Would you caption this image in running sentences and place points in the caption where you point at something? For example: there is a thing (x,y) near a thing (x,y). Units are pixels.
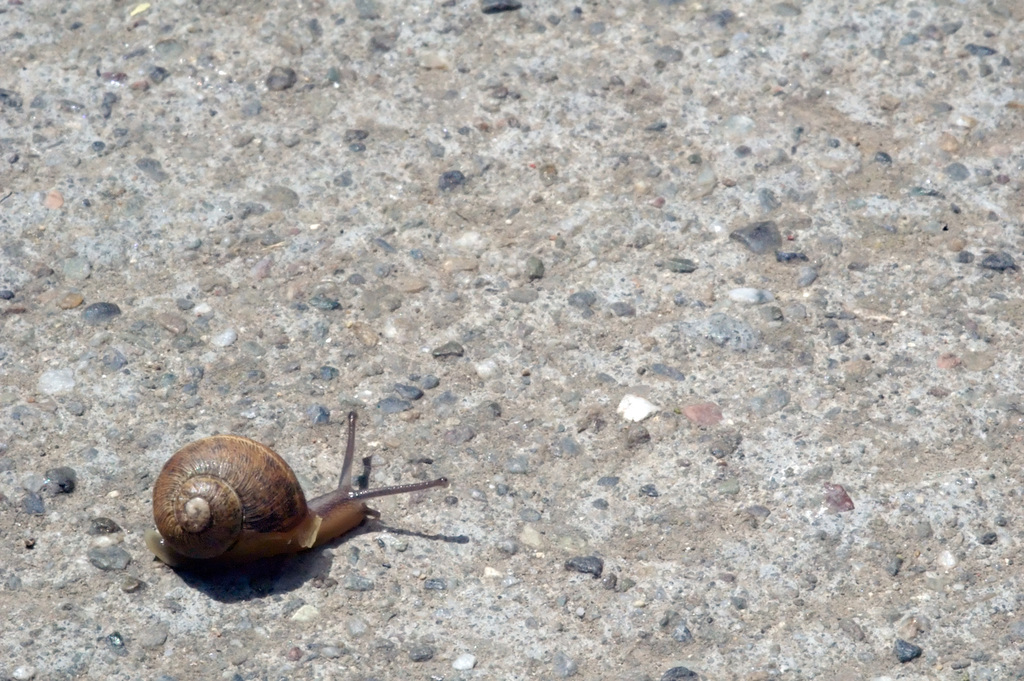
In this image there is a snail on the road (176,389).
